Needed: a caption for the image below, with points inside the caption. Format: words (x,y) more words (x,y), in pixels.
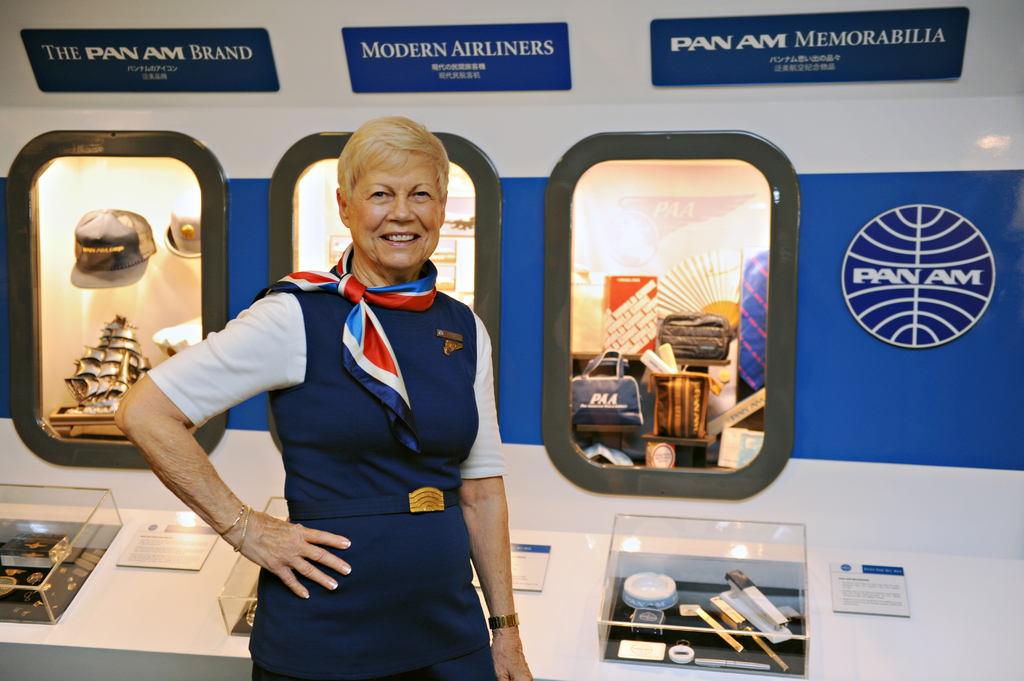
In the center of the image (431,400) we can see a lady (425,425) standing and smiling. At the bottom (765,551) there is a table (63,617) and we can see things (40,563) placed on the table (538,624). In the background (688,495) there are windows (322,224) and boards (273,63).
